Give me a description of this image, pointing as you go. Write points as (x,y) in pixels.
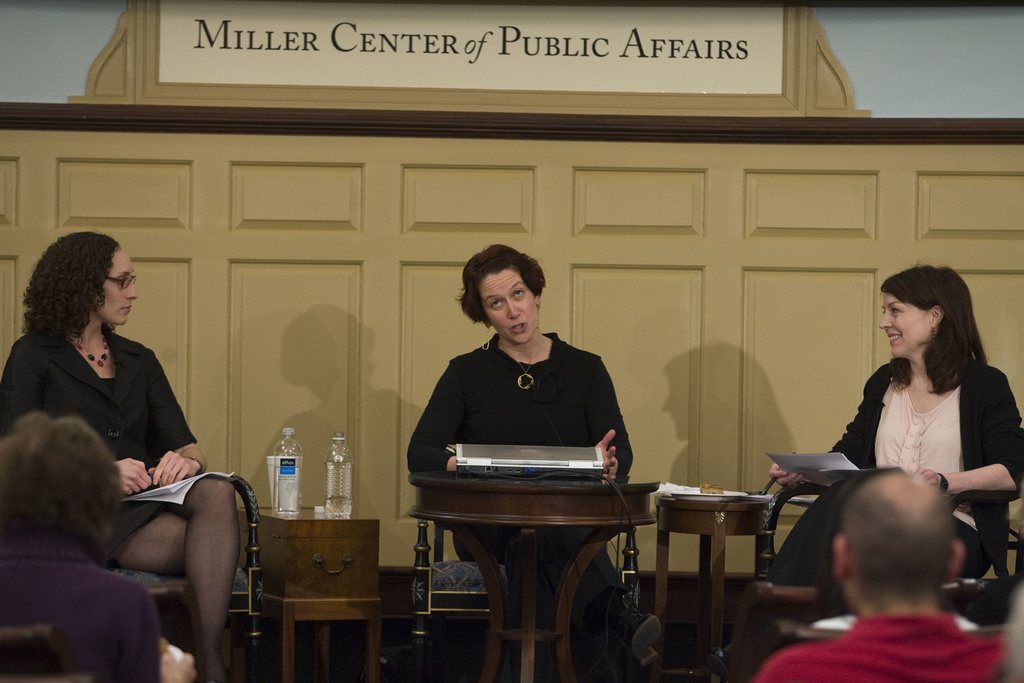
As we can see in the image, there are five people (118,400) sitting on chairs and here there is a bottle (296,483) and this person (146,443) is holding a paper (172,486) in her hand (143,475).
